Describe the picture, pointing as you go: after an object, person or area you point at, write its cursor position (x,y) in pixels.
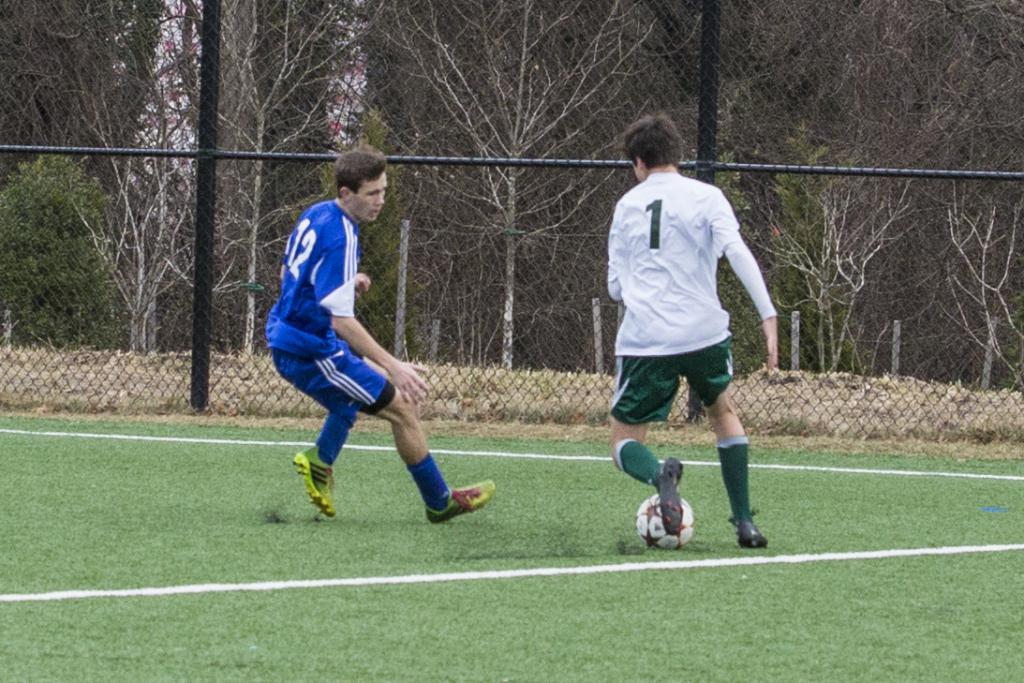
In this picture there are two men (651,464) playing with a ball (655,525) in the ground (386,601). In the background (168,118) there is a fence (561,100) and a trees (458,113) here.
